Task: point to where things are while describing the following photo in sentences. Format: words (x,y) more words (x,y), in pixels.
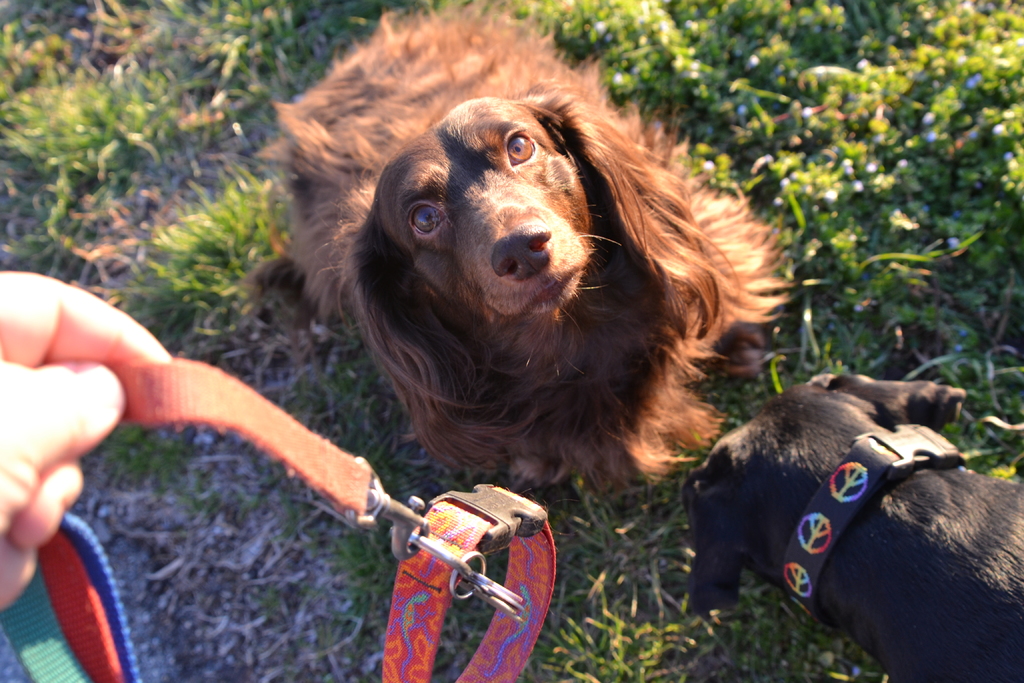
In this image I can see two dogs (521,270). At the bottom of the image (626,593) I can see the grass (613,560). One dog (551,352) is looking at the upwards. On the left side (23,367), I can see a person's hand (22,373) holding a belt (490,631).
